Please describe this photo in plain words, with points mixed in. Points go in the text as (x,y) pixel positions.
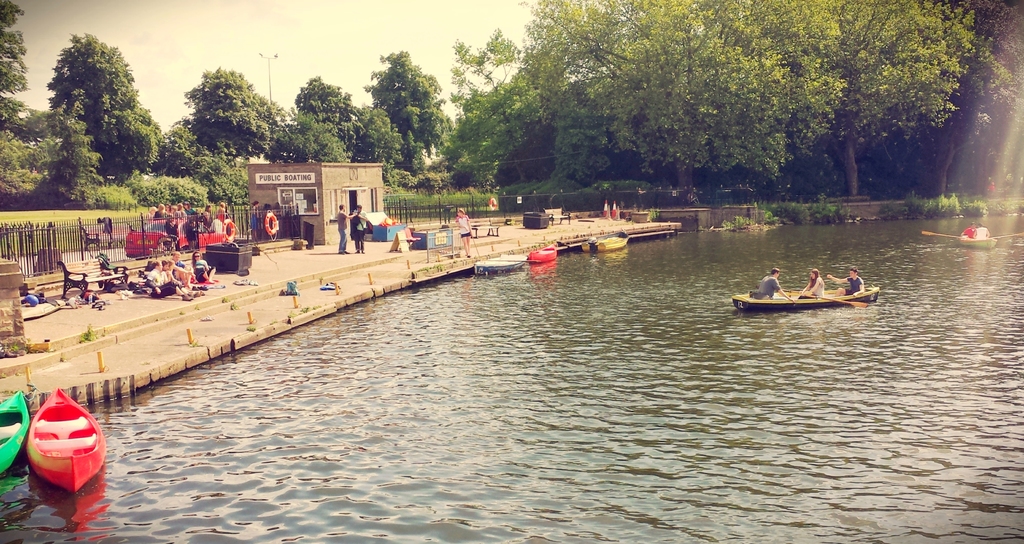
On the left side of the image (323,168) we can see a house (335,170), board (283,177), windows (314,194), door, grilles (262,229), car (184,230), bench (551,213), divider cone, clothes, tubes (276,223) and some people (356,248) are standing and some of them are sitting on the floor (275,245). In the background of the image (1018,165) we can see the water (539,397), boats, some people (776,285) are sitting on the boats (835,294) and some of them are holding the sticks (858,302) and also we can see the trees (356,154), grass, pole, lights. At the top of the image (430,67) we can see the sky (386,1).
